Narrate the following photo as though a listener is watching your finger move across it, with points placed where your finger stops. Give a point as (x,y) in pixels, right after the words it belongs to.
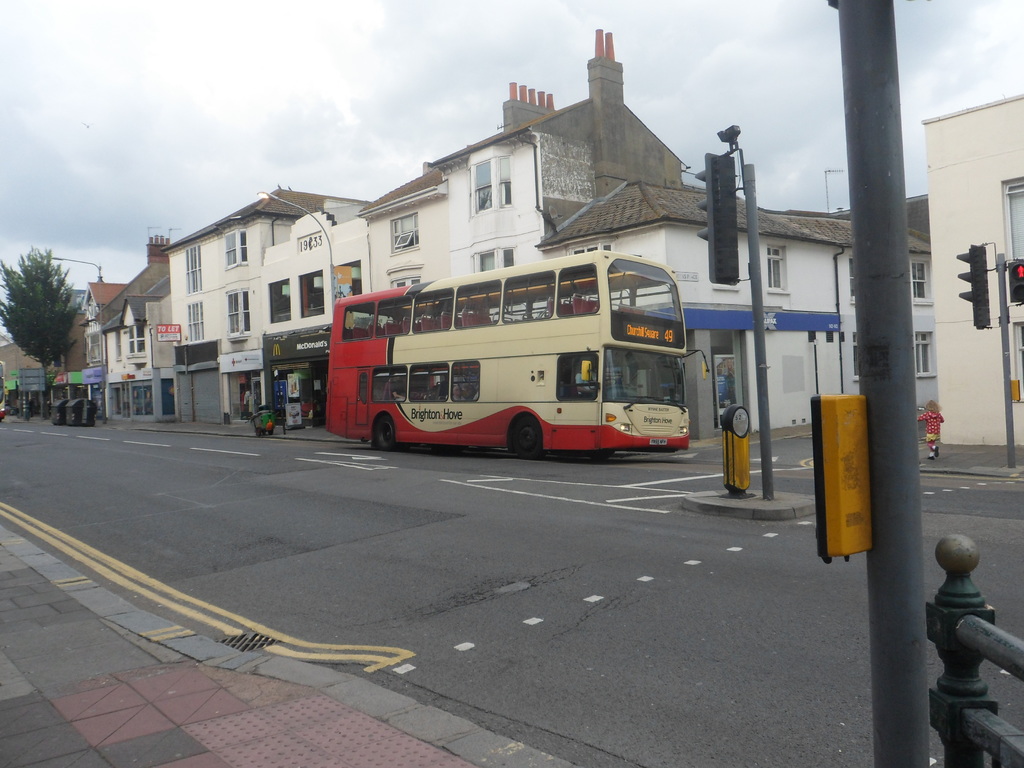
In this image I can see the sidewalk (112,633), the road (606,519), few poles (769,443), few traffic signals (706,153), few persons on the sidewalk (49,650), a bus (566,348) which is red, cream and black in color, few buildings (115,411) and a tree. I can see few black colored bins (88,407) and in the background (88,181) I can see the sky (665,112).
